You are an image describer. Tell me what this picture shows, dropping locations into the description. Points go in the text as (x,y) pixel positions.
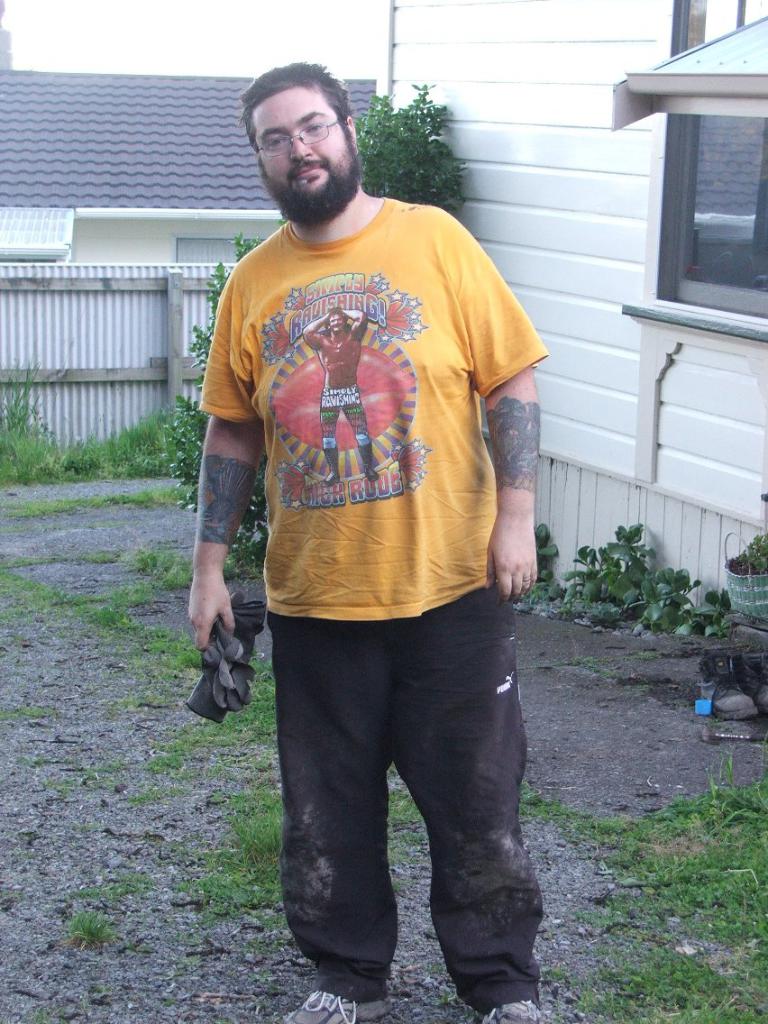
In this image we can see a person (395,517) standing and holding an object (214,632). In the background (128,350), we can see the plants (412,104), tree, railing (149,329) and sky (234,17).
